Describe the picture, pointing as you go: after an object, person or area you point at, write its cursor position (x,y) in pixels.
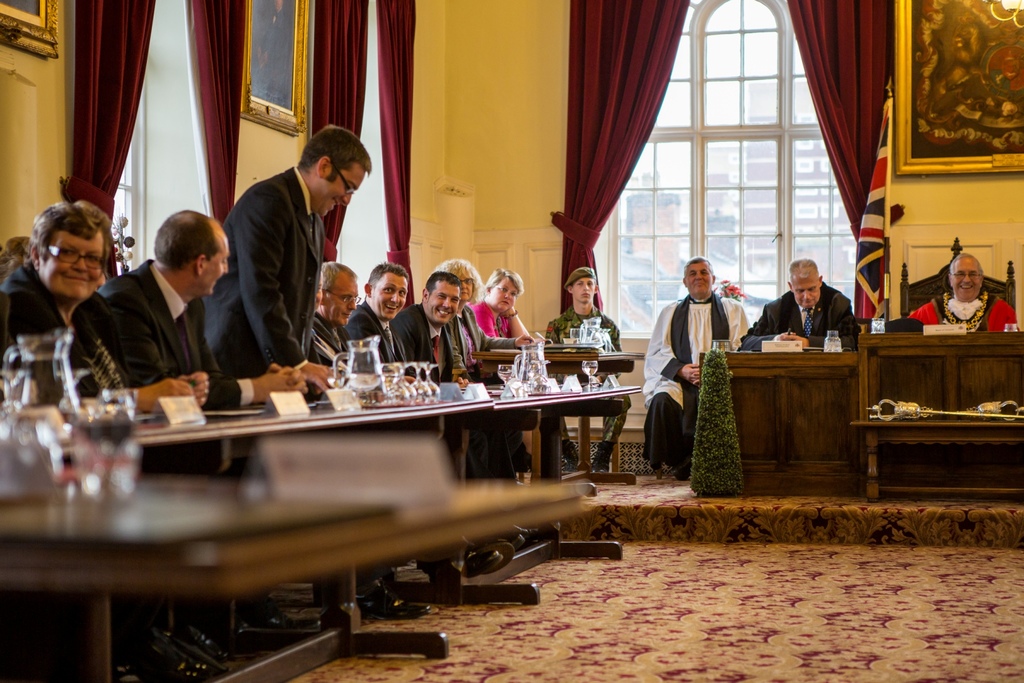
This is a room (436,191) in which people (387,308) are sitting on the chair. On the left (332,172) a person (343,176) is standing, he wore spectacles (346,180) and He is smiling. Beside to him there are few people (326,324) and they are also smiling. In front of them there is a table (198,426) on which there is glass of water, jug (360,366) and glasses (431,385). On the right (959,309) there is a person (961,303) sitting on the chair (942,290) and smiling, beside him there is a flag (884,225). On the wall (542,128) we can see frames (295,86) and there is a window (711,111) covered with curtain (849,95). In front of the table (757,397), here there is a plant (725,427).
